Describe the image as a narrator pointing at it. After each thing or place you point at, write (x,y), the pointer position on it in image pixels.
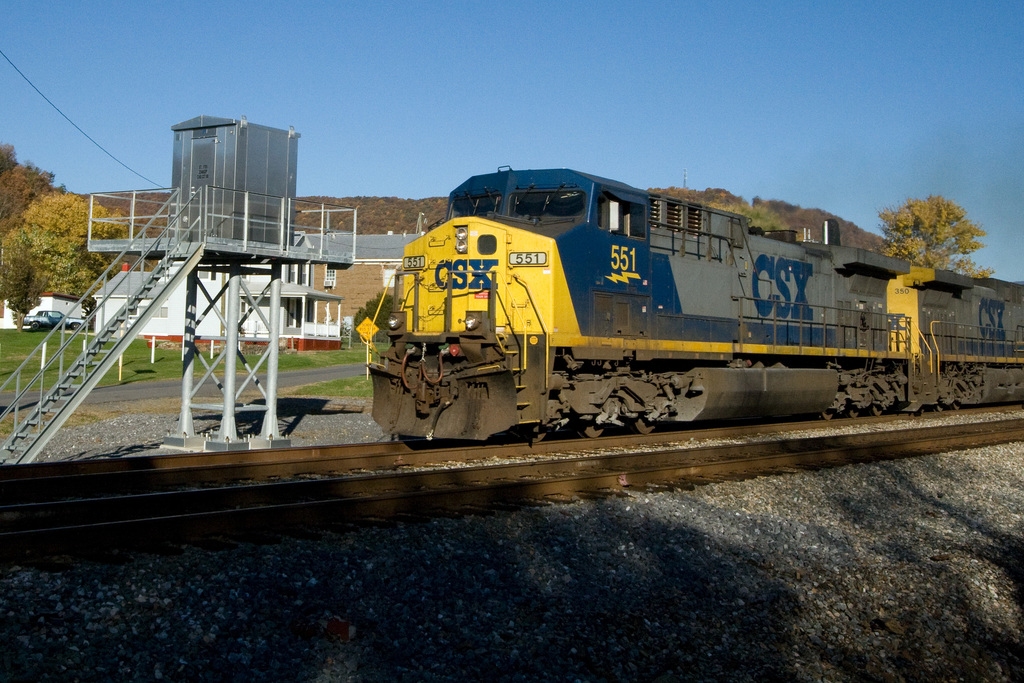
In this picture there is a train (464,290) on the right side of the image (927,319) on the tracks (467,449) and there are pebbles (594,539) at the bottom side of the image (607,569) and there are houses (5,309), trees (4,156), and a car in the background area of the image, there are stairs (188,256) on the left side of the image (88,348).
